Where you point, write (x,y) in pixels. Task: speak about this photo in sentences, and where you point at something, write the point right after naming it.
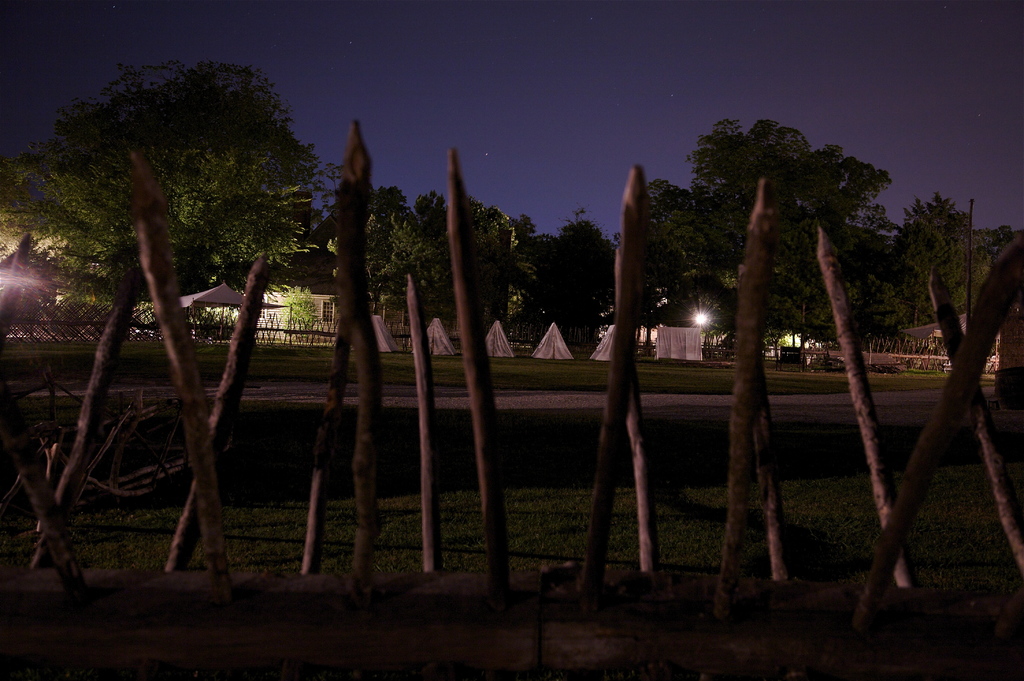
In this image, I can see the wooden logs (114,332) and tents (685,349) on the grass (535,364). In the background (317,308), there are trees (174,246), a house (264,316), fence (257,328) and the sky (491,163).
